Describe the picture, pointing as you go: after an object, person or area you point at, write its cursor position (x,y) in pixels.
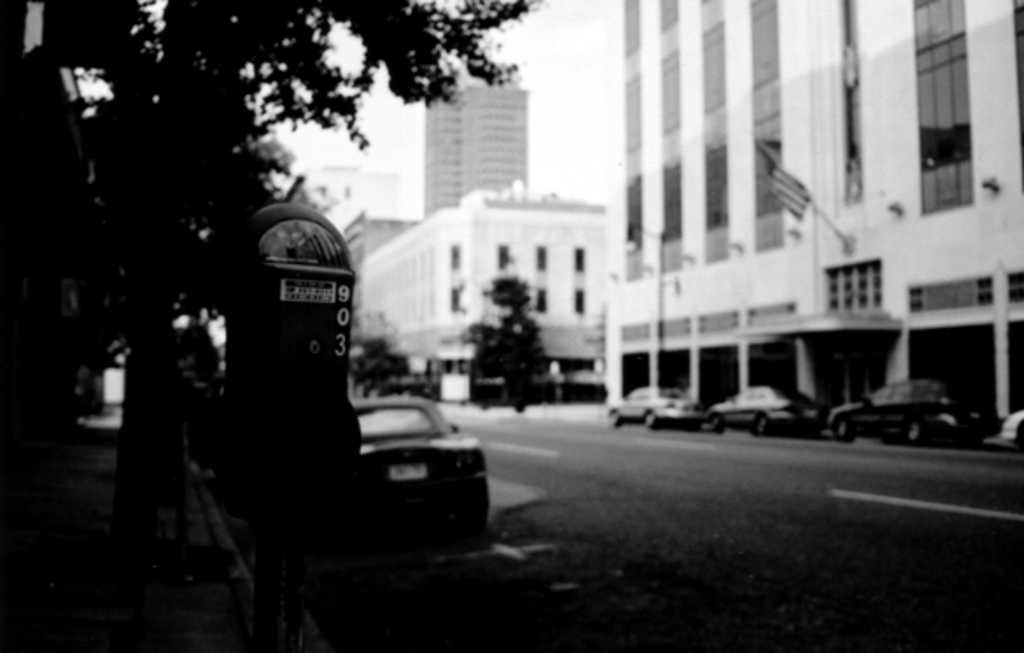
This is a black and white picture. This picture is clicked in the city. At the bottom (751,582), we see the road (808,565). On the right side (753,421), we see the cars (964,431) parked on the road (657,429). Beside that, we see the trees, flag (785,200) and the buildings (934,292). On the left side (330,286), we see a parking meter (313,343), trees (186,139) and a building (35,301). Beside that, we see a car (409,493) parked on the road (868,594). In the background (390,260), we see the trees (270,202), buildings (425,228) and the sky (553,133).
